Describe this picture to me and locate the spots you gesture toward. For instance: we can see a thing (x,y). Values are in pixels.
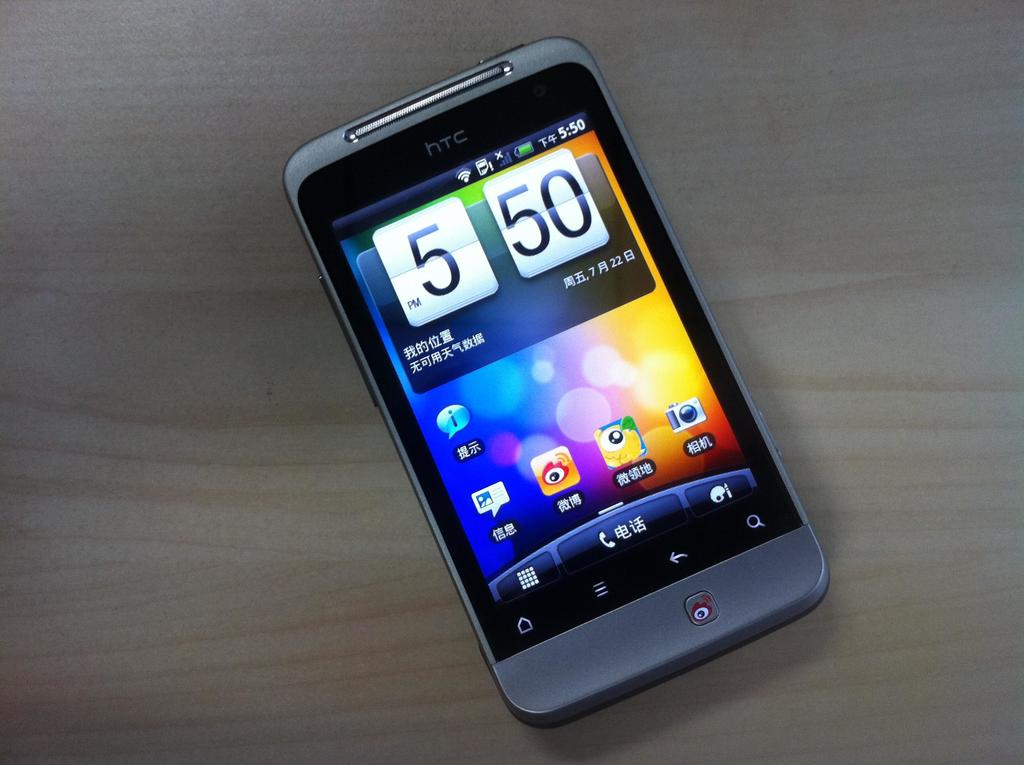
In this image we can see a mobile (659,522) placed on the table (898,468).
